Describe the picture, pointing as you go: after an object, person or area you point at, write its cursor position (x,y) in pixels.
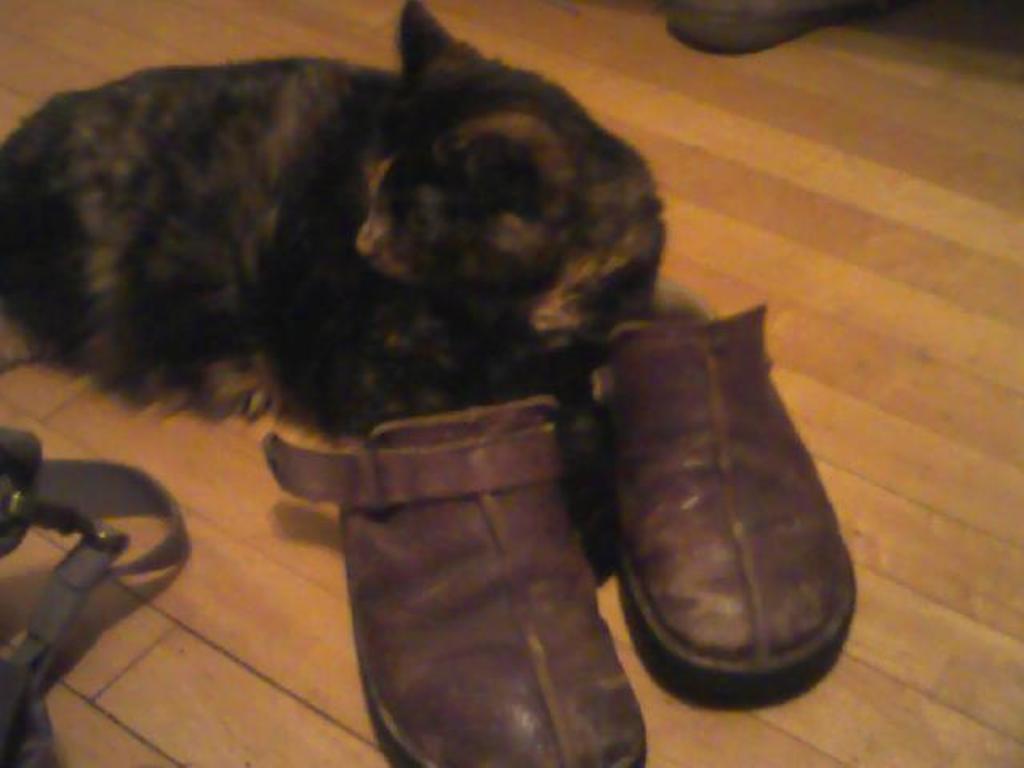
In this picture I can see a cat (95,117) and a pair of shoes (627,452) on the floor (926,53), and there are two objects (741,8).
